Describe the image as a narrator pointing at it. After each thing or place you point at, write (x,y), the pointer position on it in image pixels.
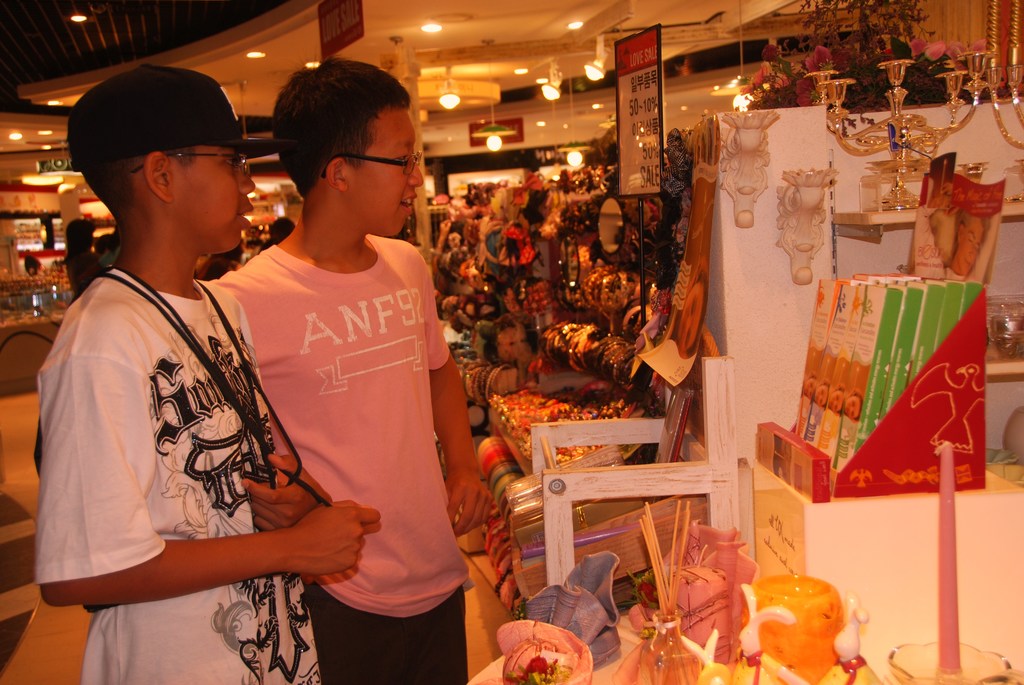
In this image I can see two people (289,462) with different color dresses (406,523). In-front of these people (448,510) I can see many colorful objects (649,528). In the background (644,190) I can see few more people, boards (622,166) and many objects (609,202). I can see the lights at the top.
